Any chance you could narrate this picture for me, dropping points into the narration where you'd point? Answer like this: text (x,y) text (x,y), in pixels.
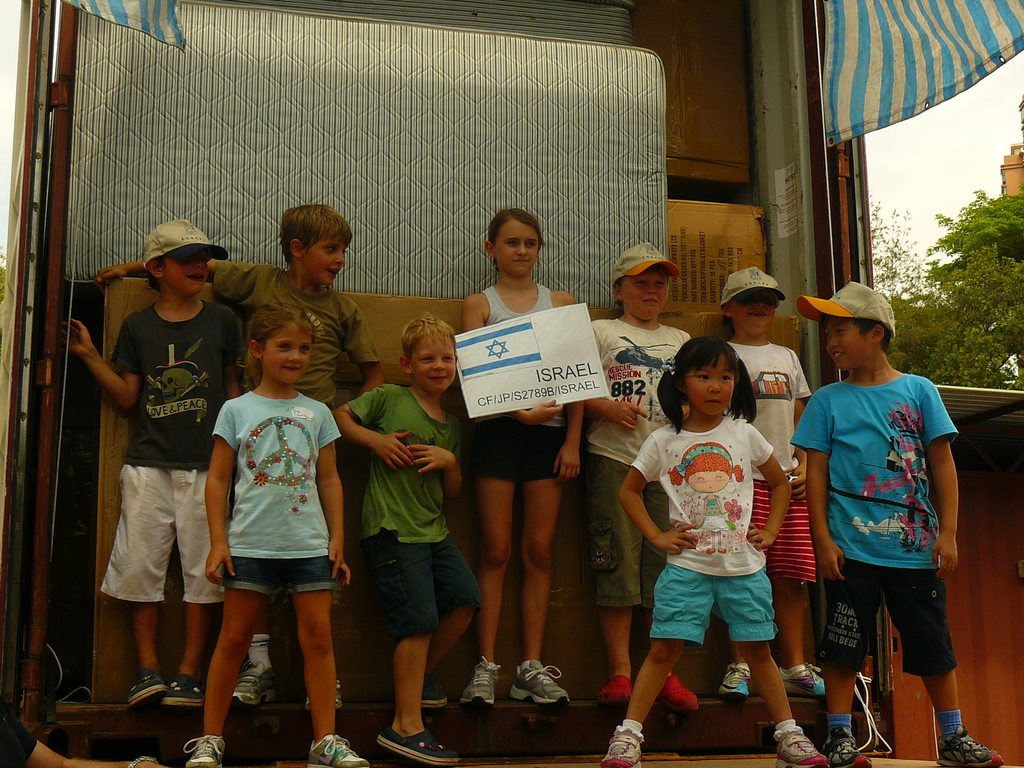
In this image I can see number of children (827,483) are standing and a child (504,501) in the middle (548,453) is holding a board (530,395) in her hand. In the background (460,319) I can see few cardboard boxes (755,261), a bed (513,149), a blue and white colored cloth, few trees (957,363), a building (1006,179) and the sky (928,150).
